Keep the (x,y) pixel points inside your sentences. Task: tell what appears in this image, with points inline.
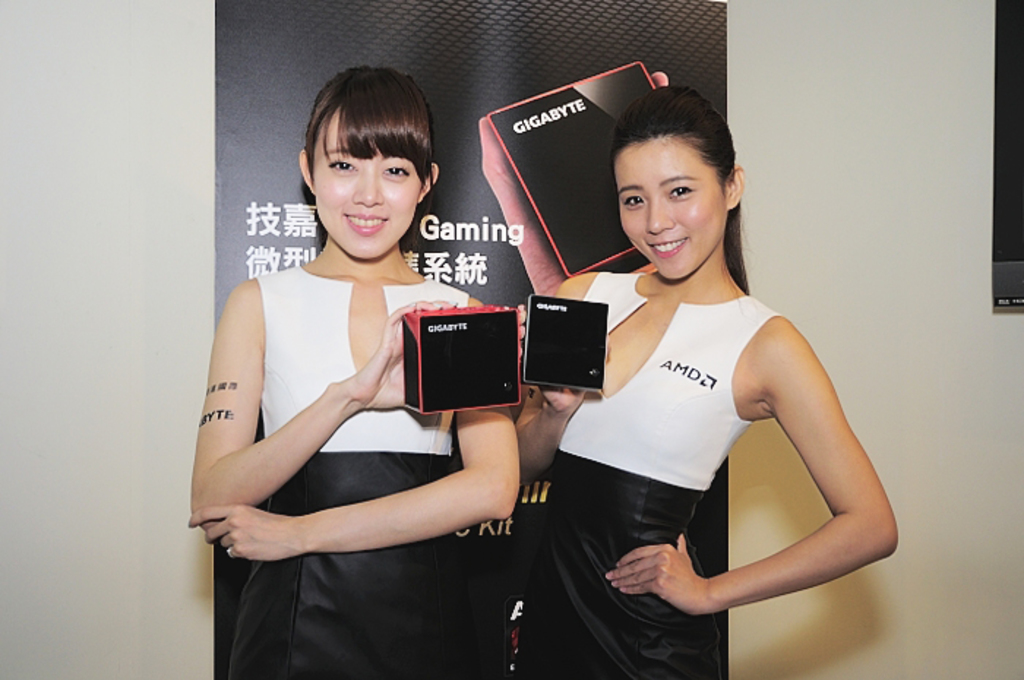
In this image, there are a few people (594,555) holding objects (568,348). In the background (59,306), we can see the wall (208,138). We can also see a poster (575,263) with some image (539,232) and text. We can also see an object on the right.
